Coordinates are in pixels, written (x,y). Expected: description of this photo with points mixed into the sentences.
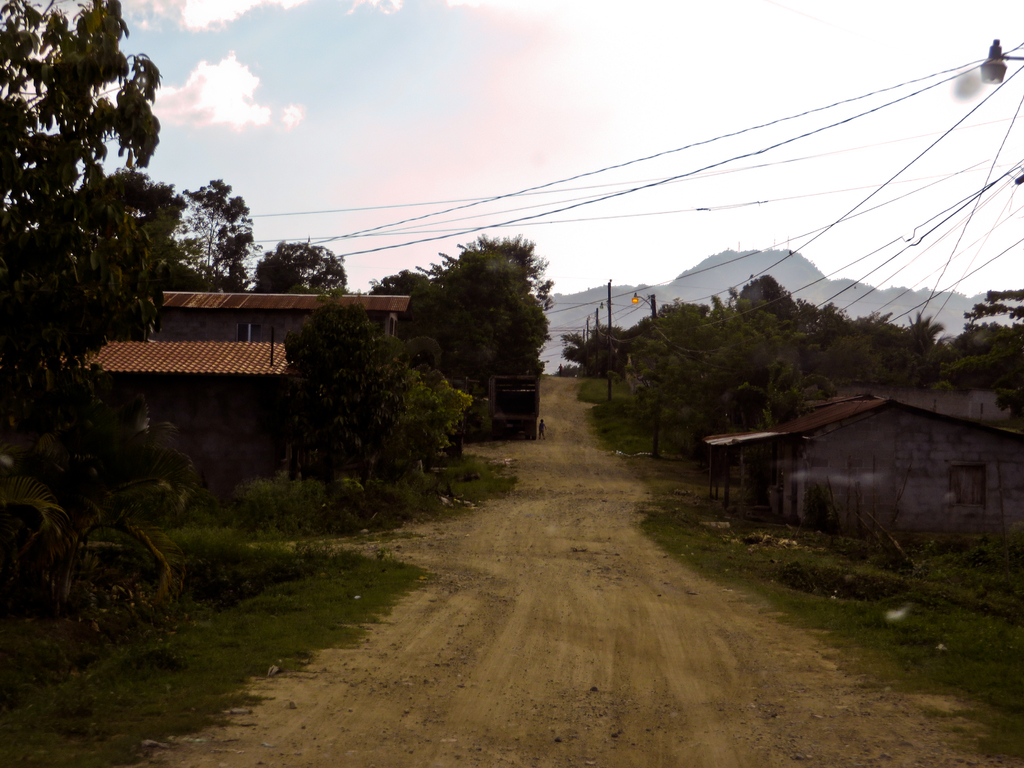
There is a dirt road (328,753) in the center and on its either sides there are trees (719,381) and houses (778,454). There are wires (1018,106) and mountains (747,260) at the back (743,271).
